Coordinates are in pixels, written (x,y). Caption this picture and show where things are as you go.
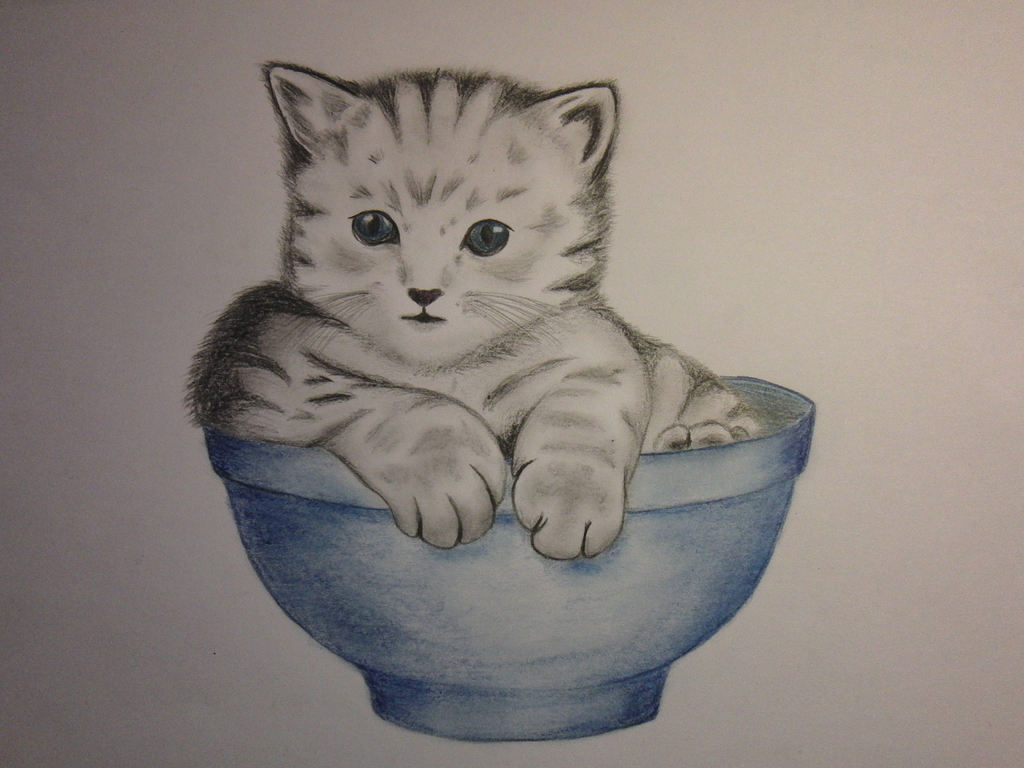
This is a painting and in this painting we can see a cat (540,107) in a blue color bowl (713,544).
